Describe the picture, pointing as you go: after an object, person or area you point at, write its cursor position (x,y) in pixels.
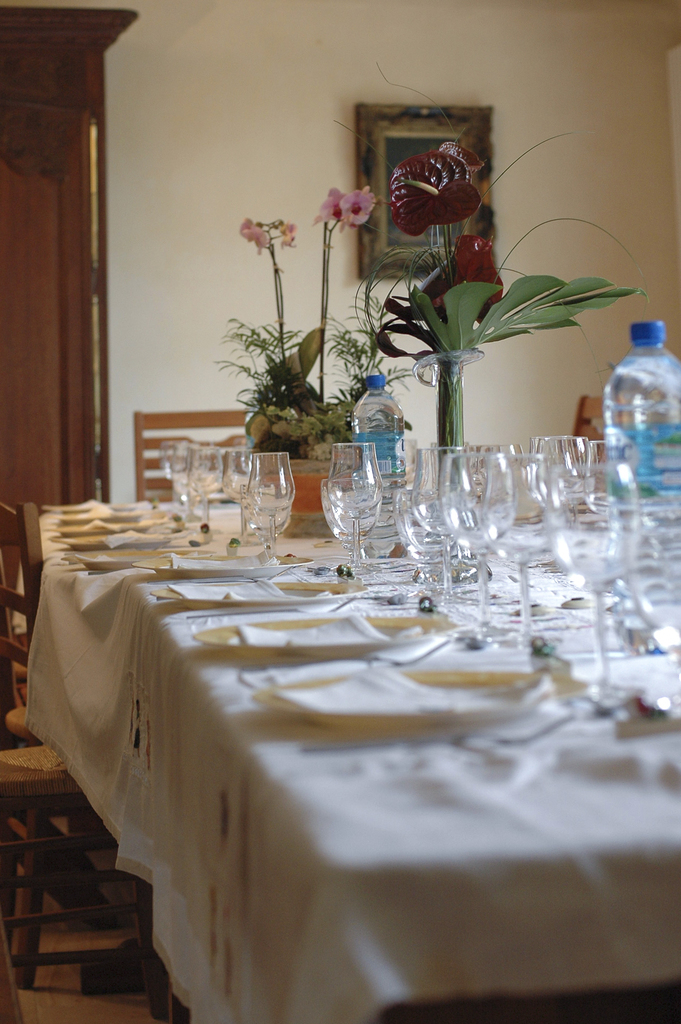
As we can see in the image there is a white color wall (162,221), a table (332,765). On table (218,677) there are plates (293,708), white color cloth (381,753), glasses (367,521), bottle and a flask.
